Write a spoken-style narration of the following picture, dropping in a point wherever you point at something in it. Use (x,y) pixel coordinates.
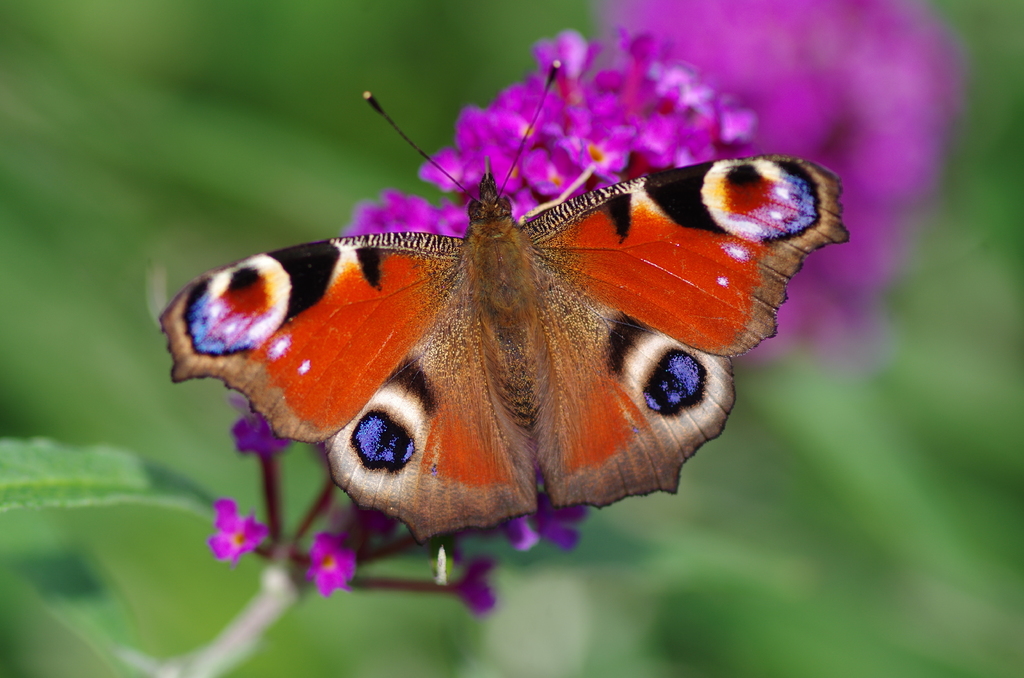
As we can see in the image in the front (282,391) there is a flower (452,230) and butterfly (442,363) and the background (144,123) is blurred.
